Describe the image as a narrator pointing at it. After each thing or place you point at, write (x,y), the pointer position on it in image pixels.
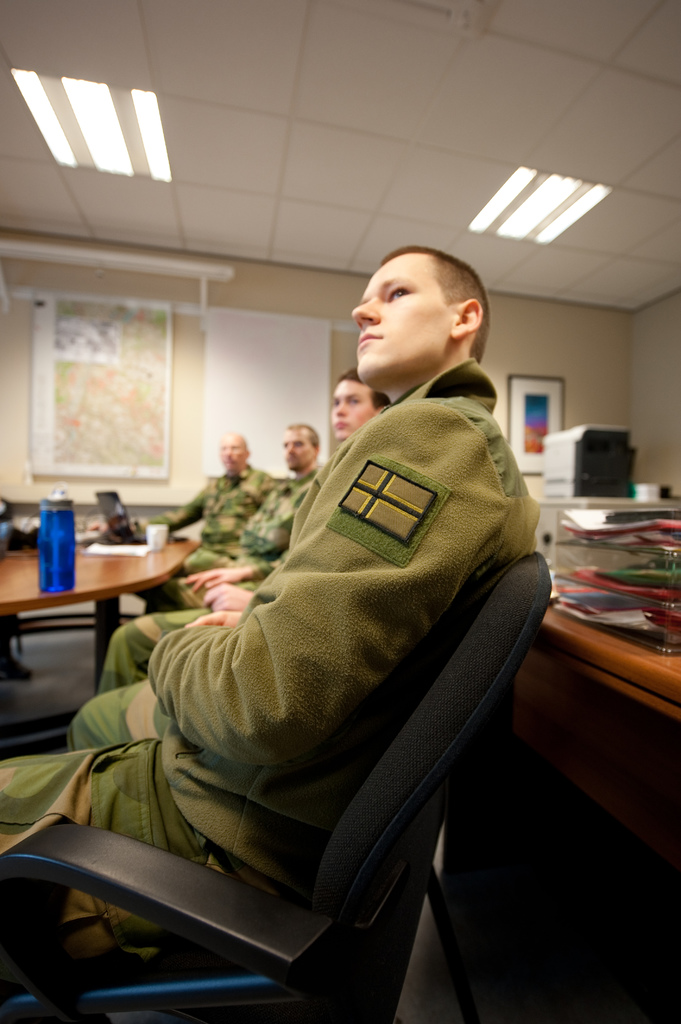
In this image I can see group of people (203,626) sitting in front of the table (88,558). On the table (113,591) there is a bottle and the laptop (116,504). In the background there are frames (117,395) attached to the wall (595,419).
